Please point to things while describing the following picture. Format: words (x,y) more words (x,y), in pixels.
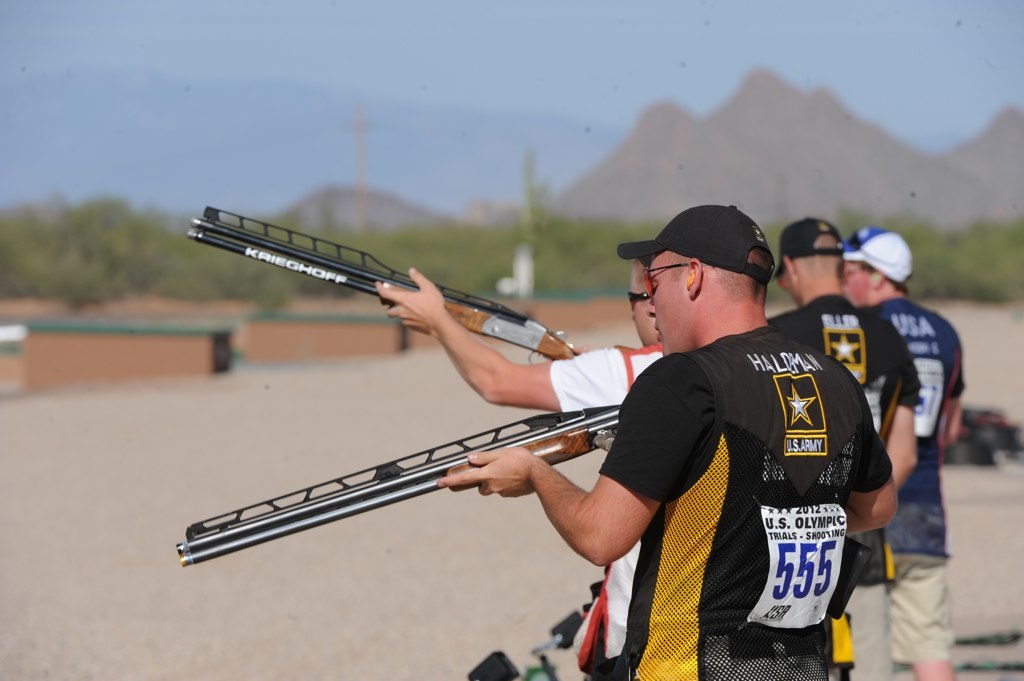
In the middle of the image (657,254) few people (681,518) are standing and holding some weapons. Behind them there are some poles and trees (1005,270) and hills (389,165). At the top of the image (500,68) there is sky (633,61).
